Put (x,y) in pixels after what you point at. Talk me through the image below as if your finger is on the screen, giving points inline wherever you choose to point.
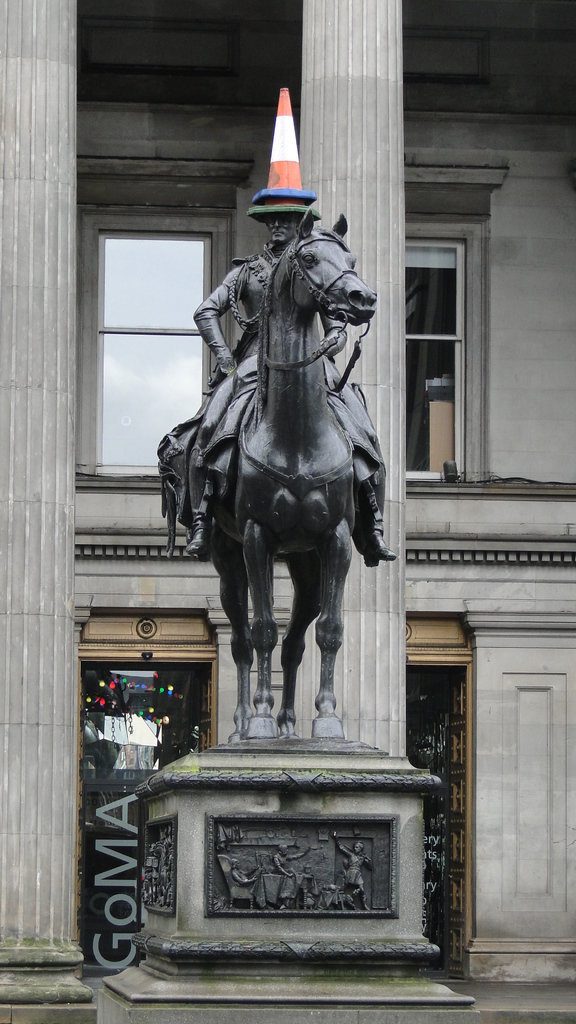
In this picture I can see a statue (298,499) of a person (282,233) sitting on the horse (320,413), there is a cone bar barricade (289,204) on the person head (273,228), and in the background (356,87) there is a building (412,501) with pillars (66,742).
